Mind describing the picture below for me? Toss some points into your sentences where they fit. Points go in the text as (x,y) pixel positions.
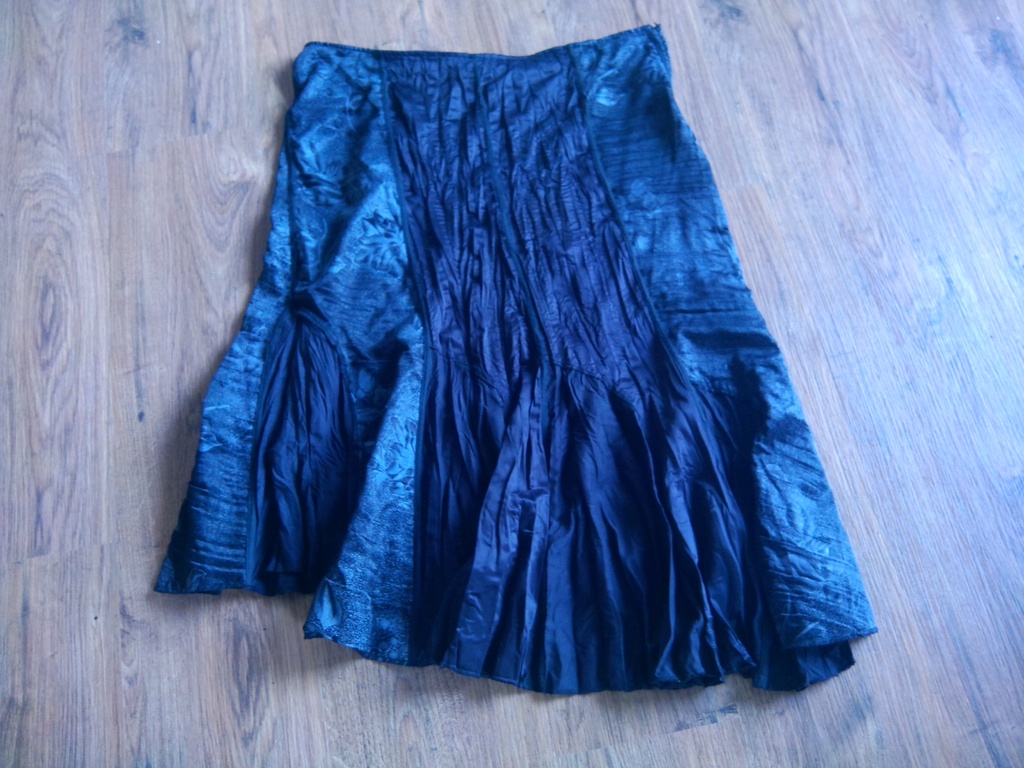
In this image we can see a blue skirt (318,287) on a wooden surface (215,175).
